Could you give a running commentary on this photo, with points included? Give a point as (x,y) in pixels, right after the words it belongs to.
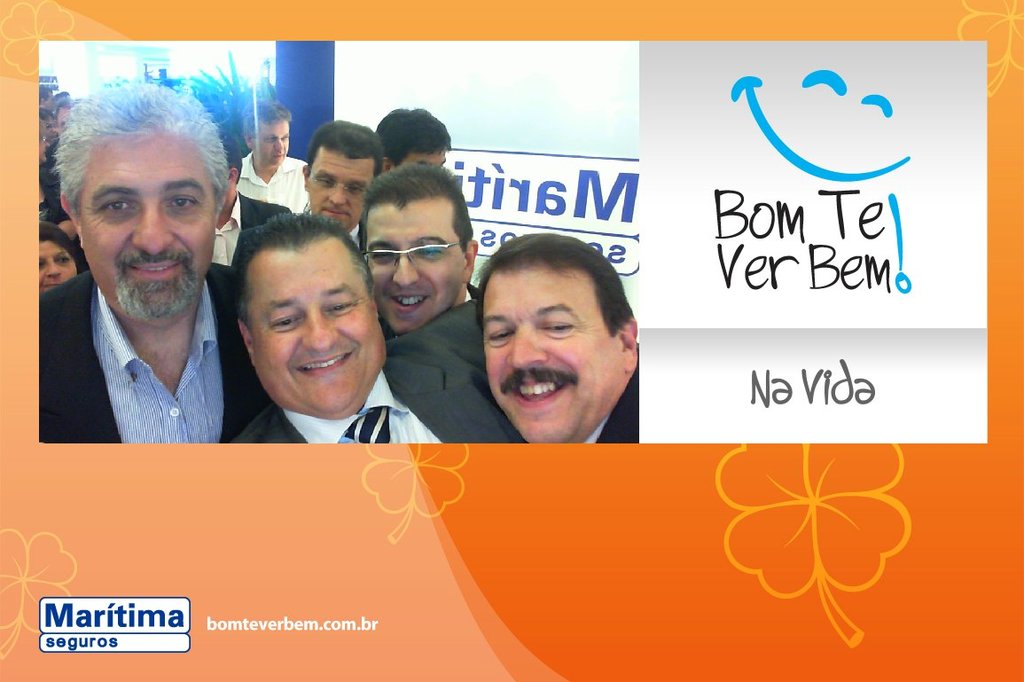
In this picture I can see there is a poster (126,446) and there is an image of few men (315,302) standing and they are wearing blazers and there is something written on it.
